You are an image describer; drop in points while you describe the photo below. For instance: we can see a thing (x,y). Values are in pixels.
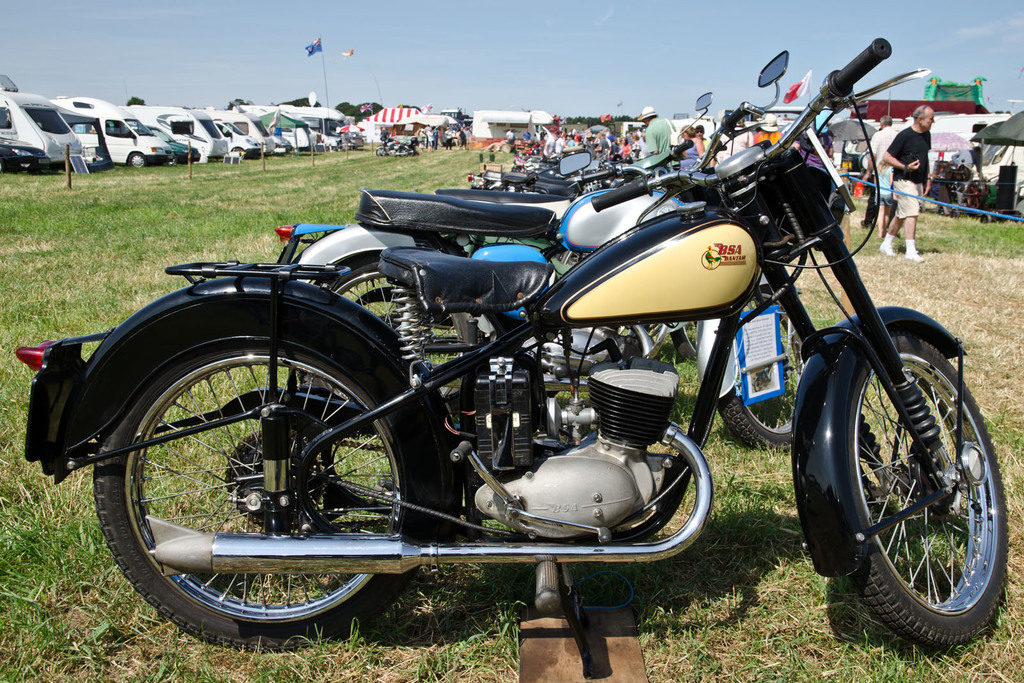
In this image I can see a motorbike (524,332) which is black, cream and silver in color is on the ground (711,542). In the background (482,225) I can see few other motorbikes (530,223), few persons (738,141) standing, few tents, few flags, few other vehicles (327,120) which are white in color, few trees (343,109) and the sky (536,53).
